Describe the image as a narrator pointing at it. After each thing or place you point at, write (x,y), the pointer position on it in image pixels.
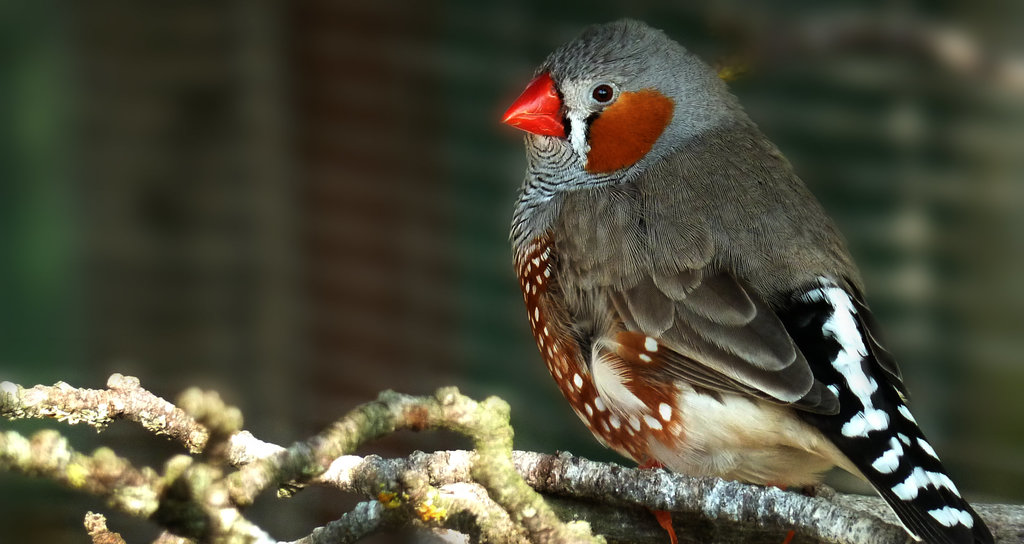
In the foreground (550,350) towards right (761,394) there is a bird (652,295). In the foreground (327,476) there are stems (379,494) of a tree (566,493). The background (310,281) is blurred.
